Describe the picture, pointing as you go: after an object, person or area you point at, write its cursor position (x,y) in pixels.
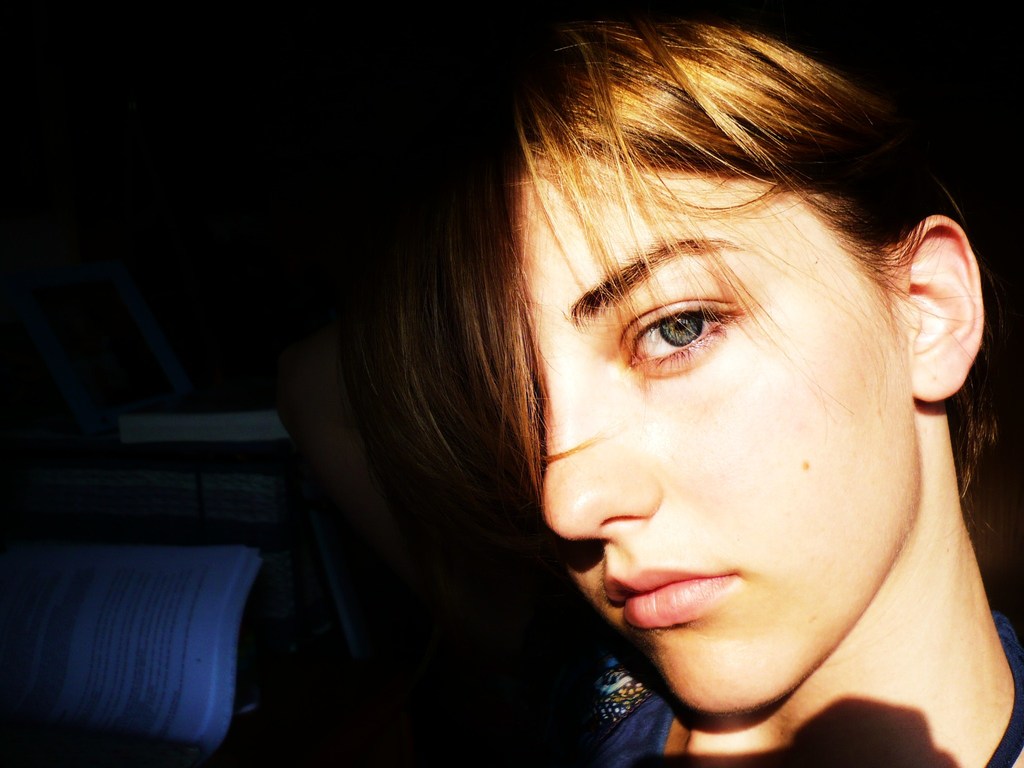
In this image I can see the person (584,287) wearing the navy blue color dress (630,674). To the left (167,668) I can see some papers (138,621). And there is a black background (166,211).
